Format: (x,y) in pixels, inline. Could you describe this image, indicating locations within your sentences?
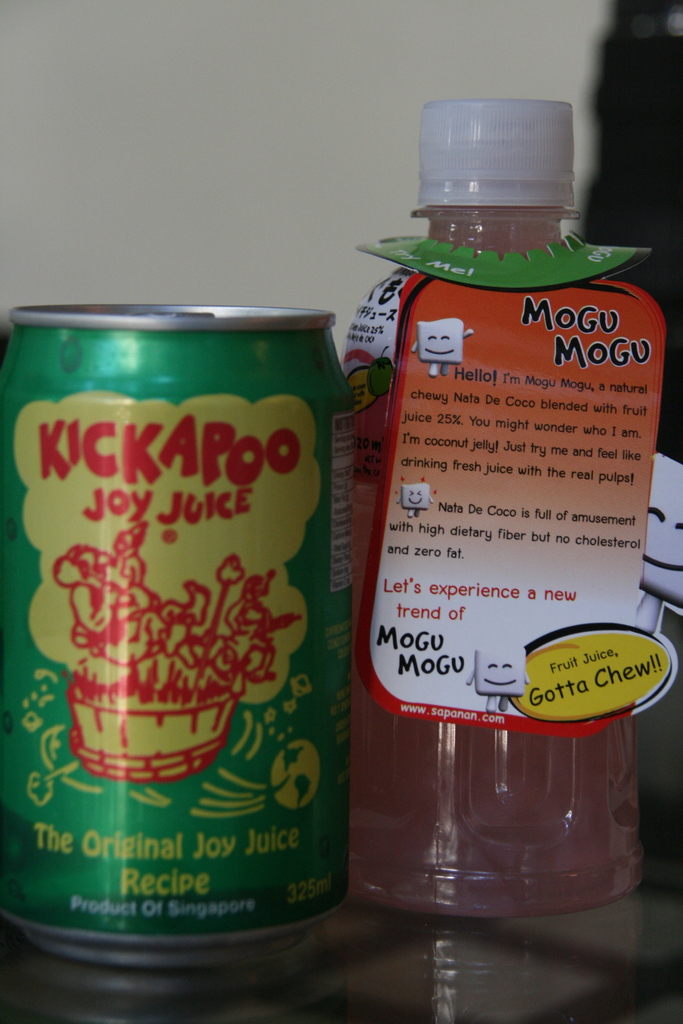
Here we can see a tin (112,343) and a bottle of juice (482,544) present on a table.
